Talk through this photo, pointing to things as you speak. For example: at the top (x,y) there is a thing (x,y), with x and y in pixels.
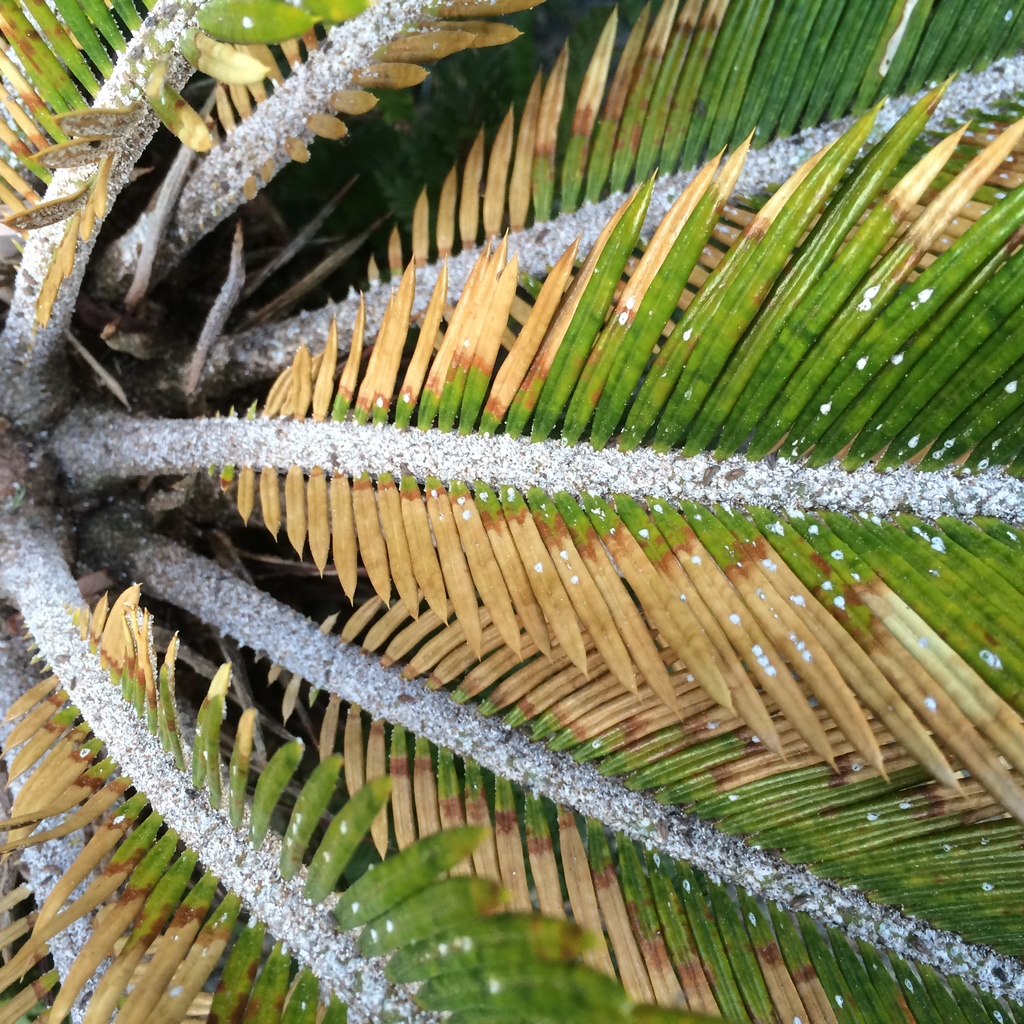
In this image we can see the tree (272,872) with leaves (464,621) and some white objects (776,494) in the tree (322,448).
